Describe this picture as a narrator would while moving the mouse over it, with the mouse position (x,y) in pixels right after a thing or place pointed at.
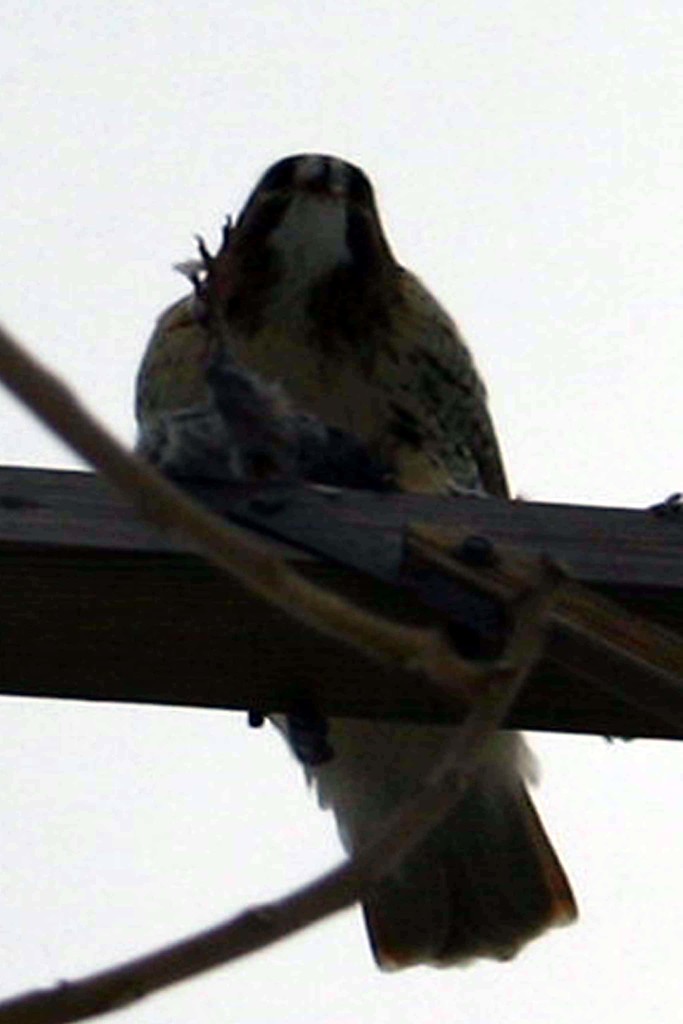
In this picture we can see a black color bird (382,402). Background (386,229) portion of the picture is in white color. Here it seems like twigs (322,912).
